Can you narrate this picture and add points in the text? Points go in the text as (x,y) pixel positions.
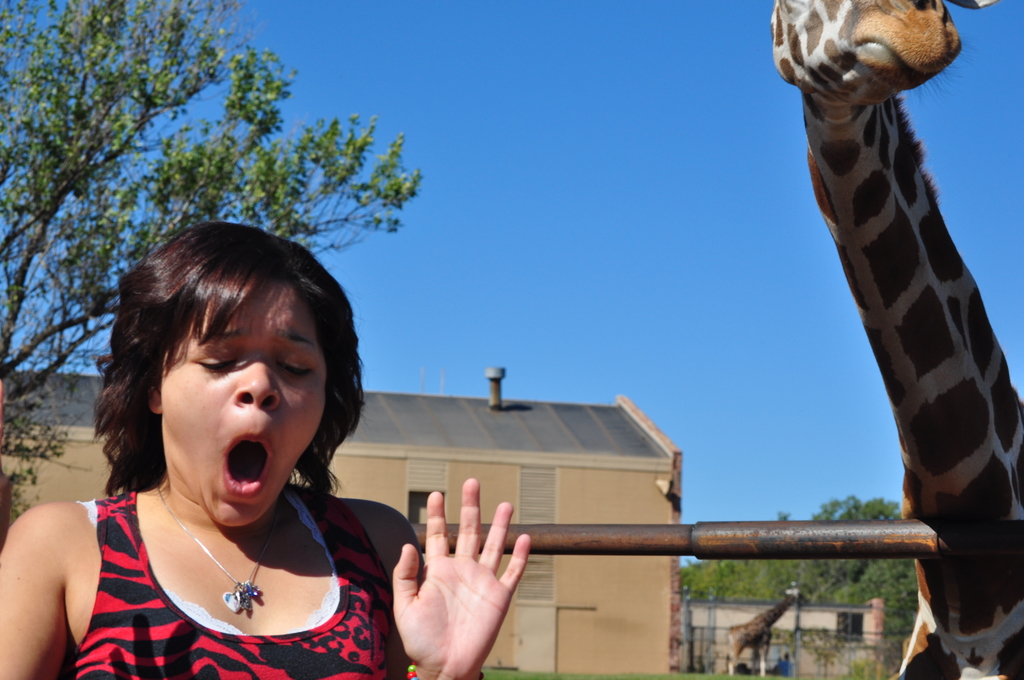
In this image there is a person (240,670), two giraffes (970,676), and in the background (556,342) there are buildings (867,622), trees (55,4), sky (566,270).
